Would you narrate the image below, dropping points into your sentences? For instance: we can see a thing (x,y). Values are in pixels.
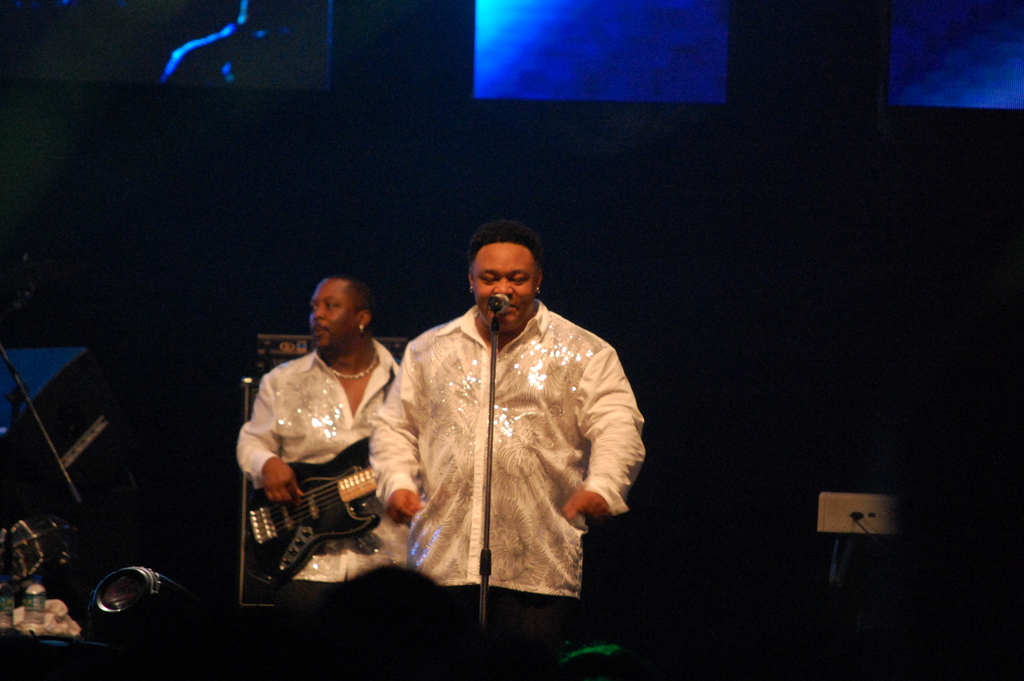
There are two persons (399,407) standing. One person (449,385) is singing a song and the other person (298,441) is playing guitar (303,512).
